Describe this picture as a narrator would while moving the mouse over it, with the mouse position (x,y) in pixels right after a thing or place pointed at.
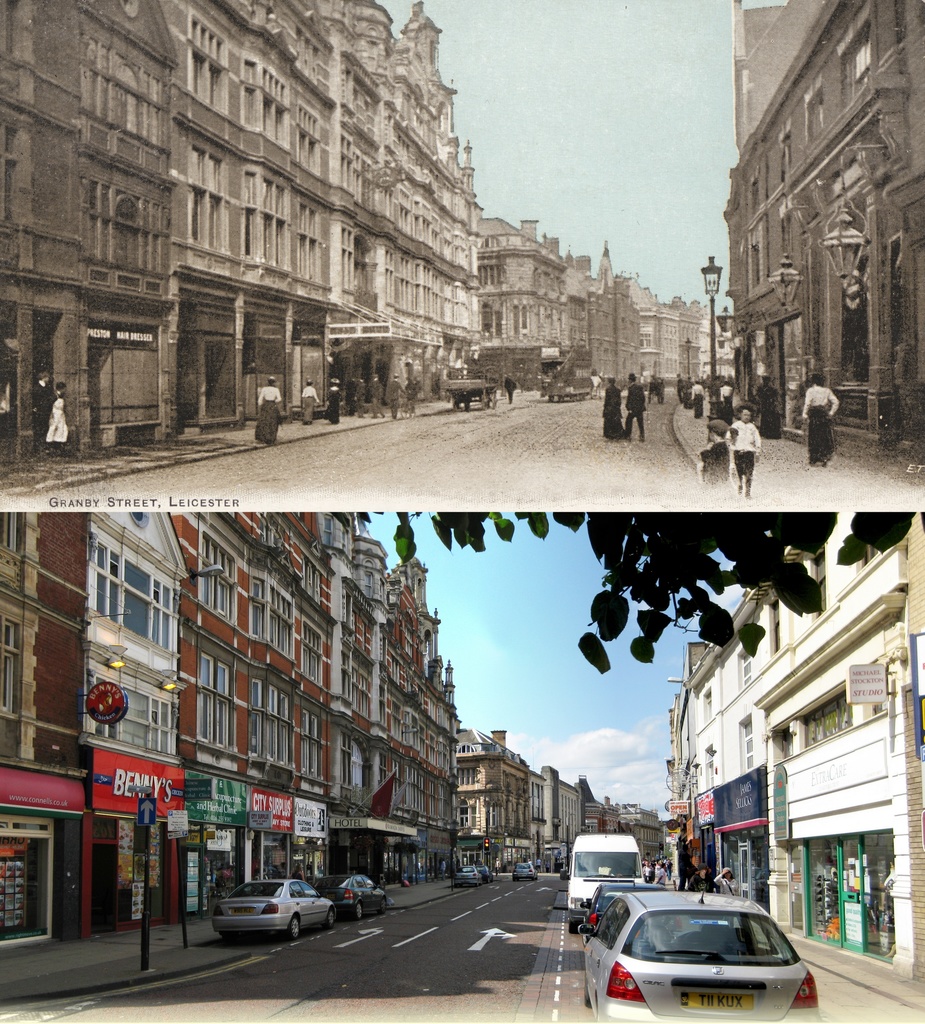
I see this is a collage image and I see number of buildings (266,626) and on the road (472,429) I see number of people (724,378) and vehicles (239,913) and I see the leaves (703,561) over here and I see few poles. In the background (572,735) I see the sky (591,105).
